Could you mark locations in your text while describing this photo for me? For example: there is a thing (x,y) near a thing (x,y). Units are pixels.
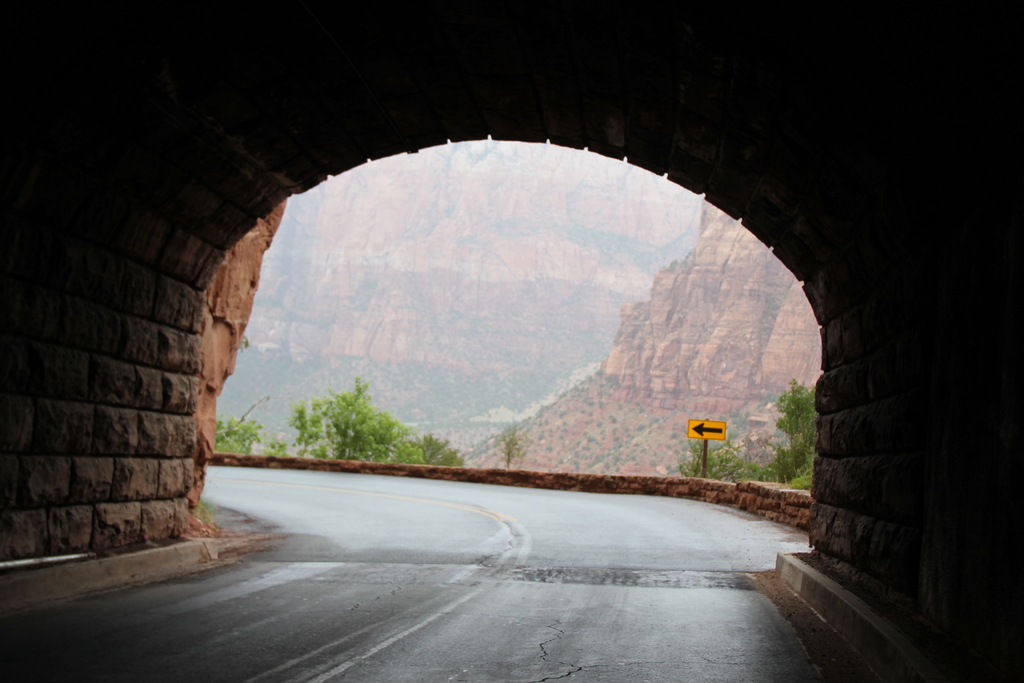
In this image I can see a road (378,542), background (519,435) I can see few plants (279,450) in green color and a yellow color sign (711,435) and I can see the rock (576,397) in brown color.
